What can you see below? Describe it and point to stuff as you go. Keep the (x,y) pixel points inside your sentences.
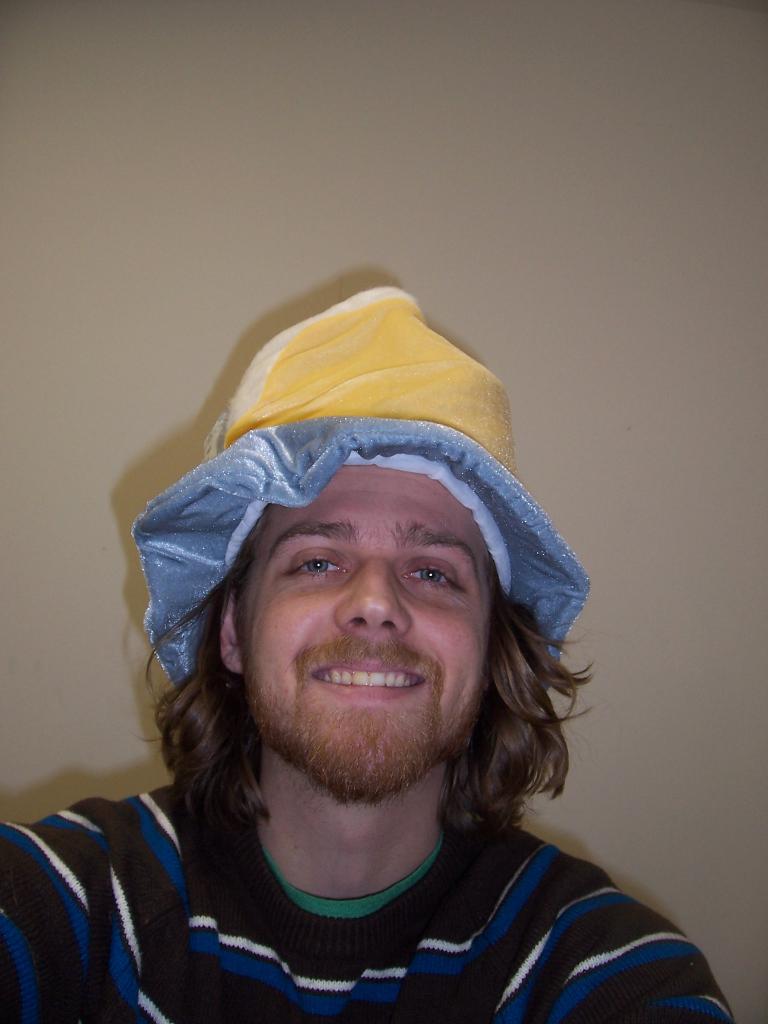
In this picture we can see a man (342,527) wore a cap (397,465) and smiling and in the background (203,152) we can see the wall (554,313).
